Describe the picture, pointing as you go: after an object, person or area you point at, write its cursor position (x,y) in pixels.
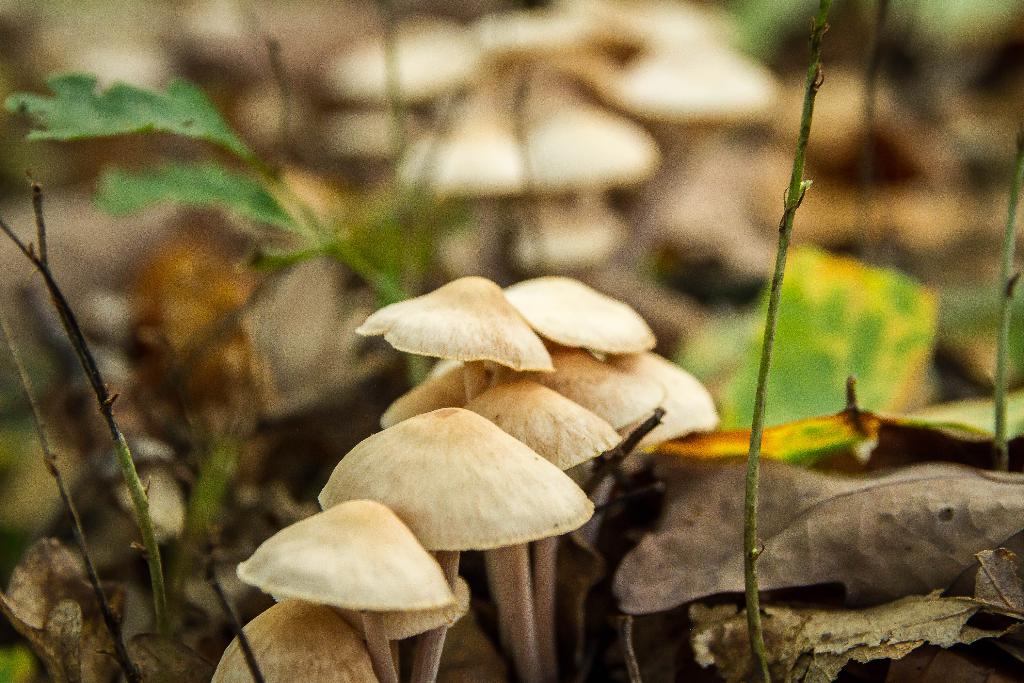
In the picture there are mushrooms (519,363) and around the mushrooms (519,363) there are dry leaves (776,571) and the background of the mushrooms (488,447) is blur.
